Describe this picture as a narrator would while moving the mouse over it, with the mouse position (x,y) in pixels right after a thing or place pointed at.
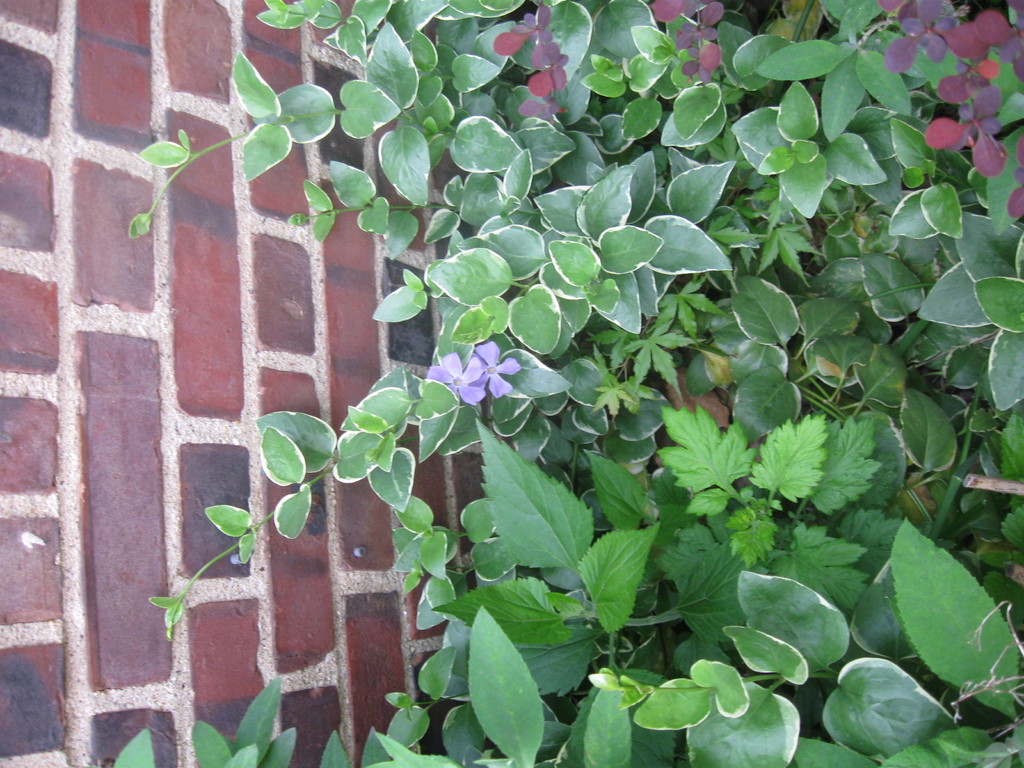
In this picture I can see plants (628,371) and a brick wall (160,326). This plant (450,376) has flowers (461,380).
